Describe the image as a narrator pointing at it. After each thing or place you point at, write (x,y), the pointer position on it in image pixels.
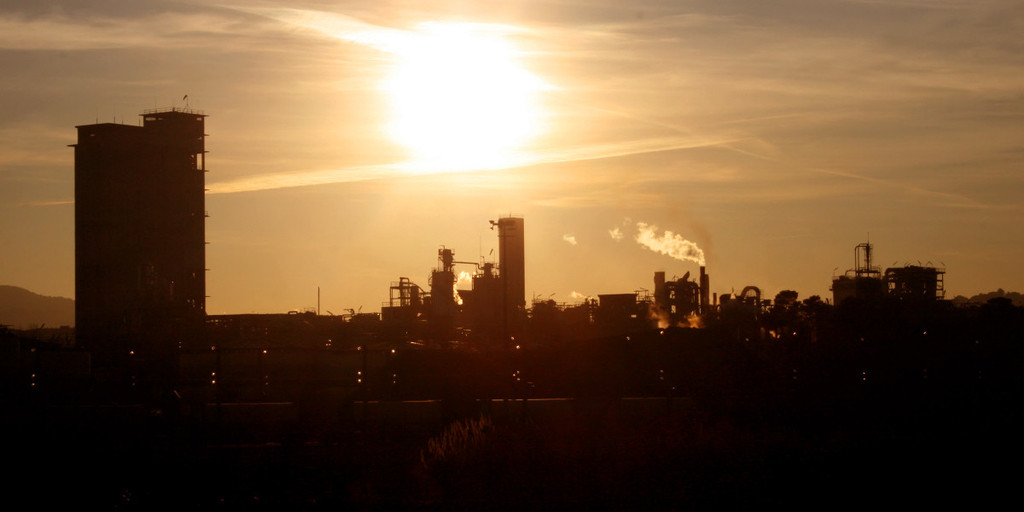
In this image there is the sky (709,130) towards the top of the image (533,137), there is the sun (482,97) in the sky (387,65), there are buildings (256,323), there are towers (698,288), there is smoke (670,249), there is the road (254,407), there are plants (454,460) towards the bottom of the image (425,467), there are lights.
